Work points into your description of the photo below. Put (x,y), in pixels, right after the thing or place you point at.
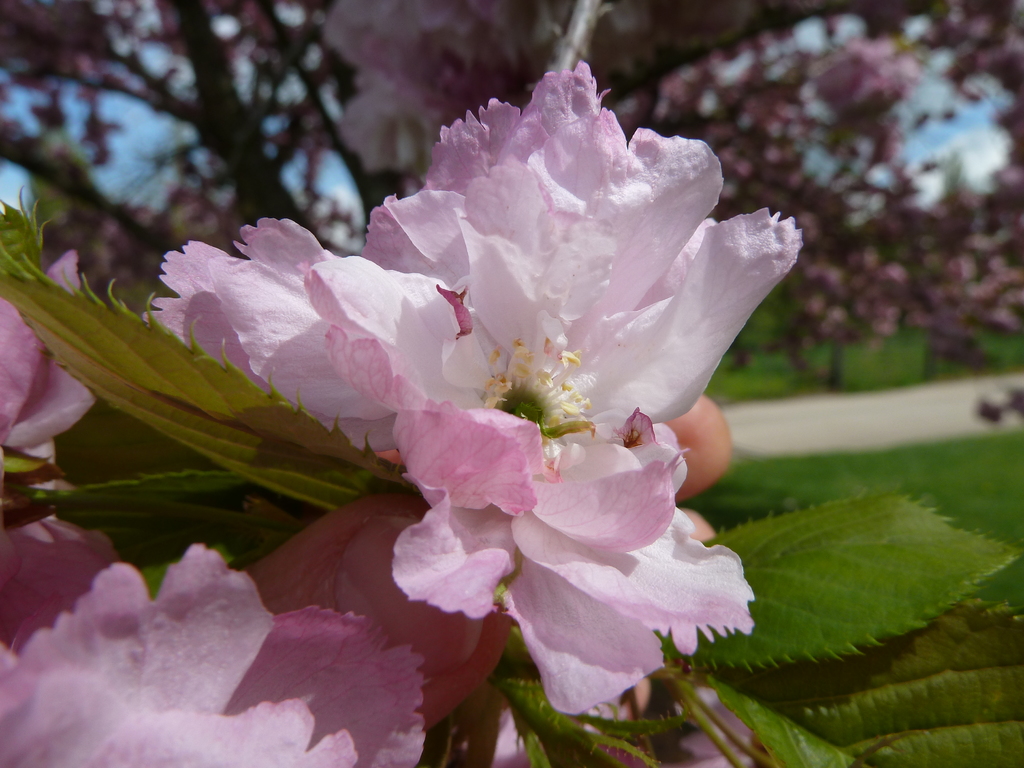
In this image there is the sky (129,97) towards the top of the image (160,109), there are trees (785,114) towards the top of the image (997,223), there are plants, there is grass (867,359) towards the right of the image (954,463), there are flowers (495,405), there are person's fingers (711,405).
